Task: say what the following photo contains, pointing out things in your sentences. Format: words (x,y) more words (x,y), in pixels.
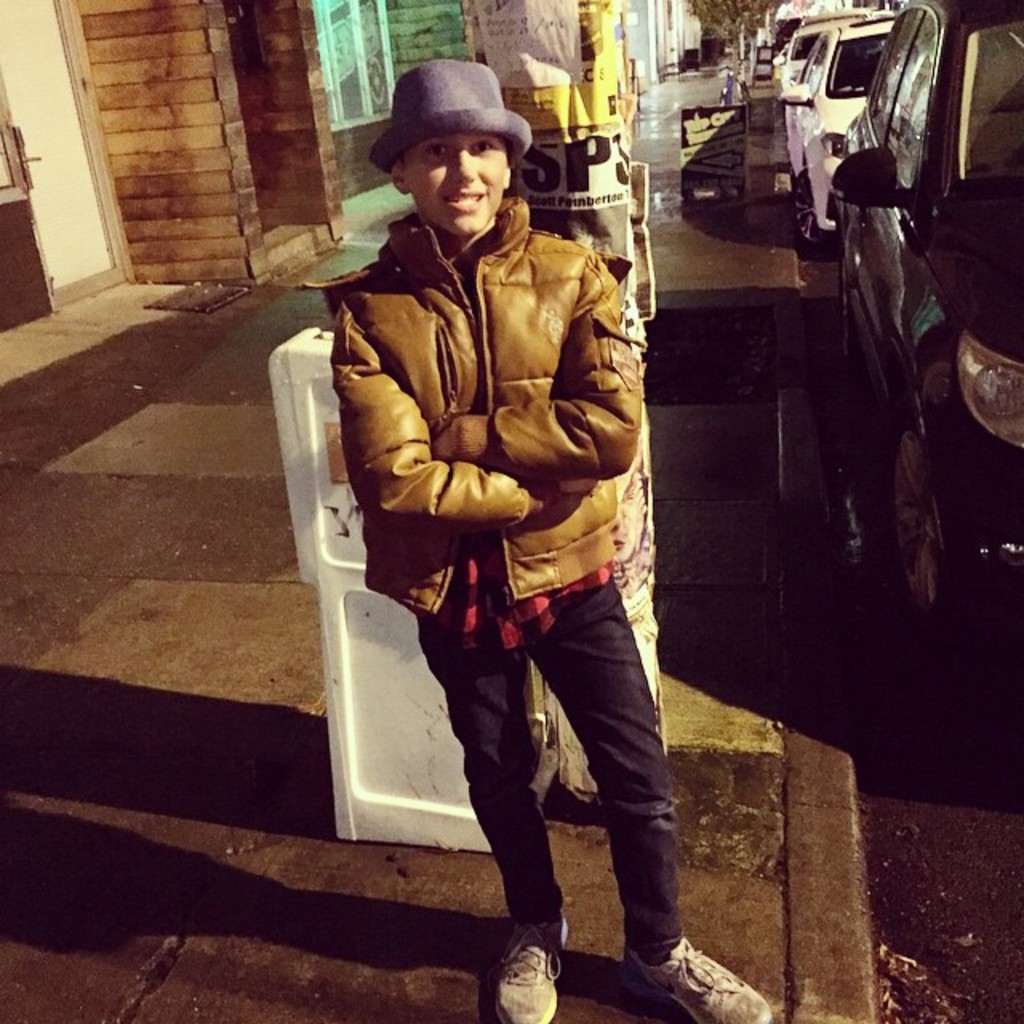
In this image a boy (475,629) is standing wearing jacket (513,278) and hat (449,135). On the road (827,438) there are many vehicles (844,292). In the background (114,114) there is building (678,44).
